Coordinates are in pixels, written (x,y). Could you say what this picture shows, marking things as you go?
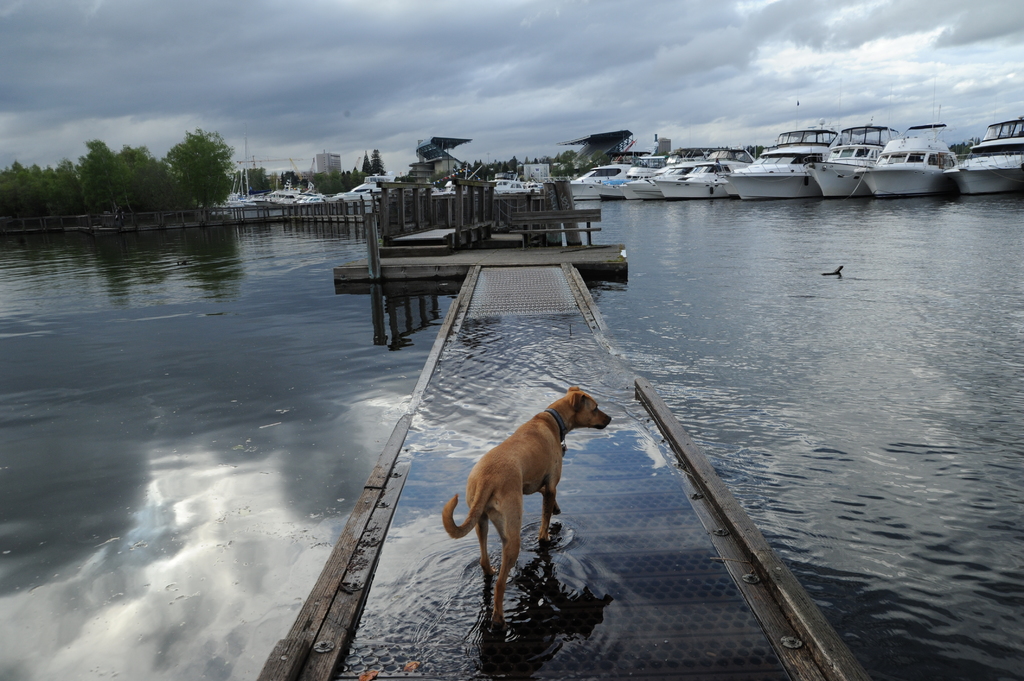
In this image there is water (469,329) and we can see boats (799,181) on the water (517,604). There is a board bridge (494,313) and we can see a dog (488,464). There are trees (346,177), buildings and sky (626,116).
